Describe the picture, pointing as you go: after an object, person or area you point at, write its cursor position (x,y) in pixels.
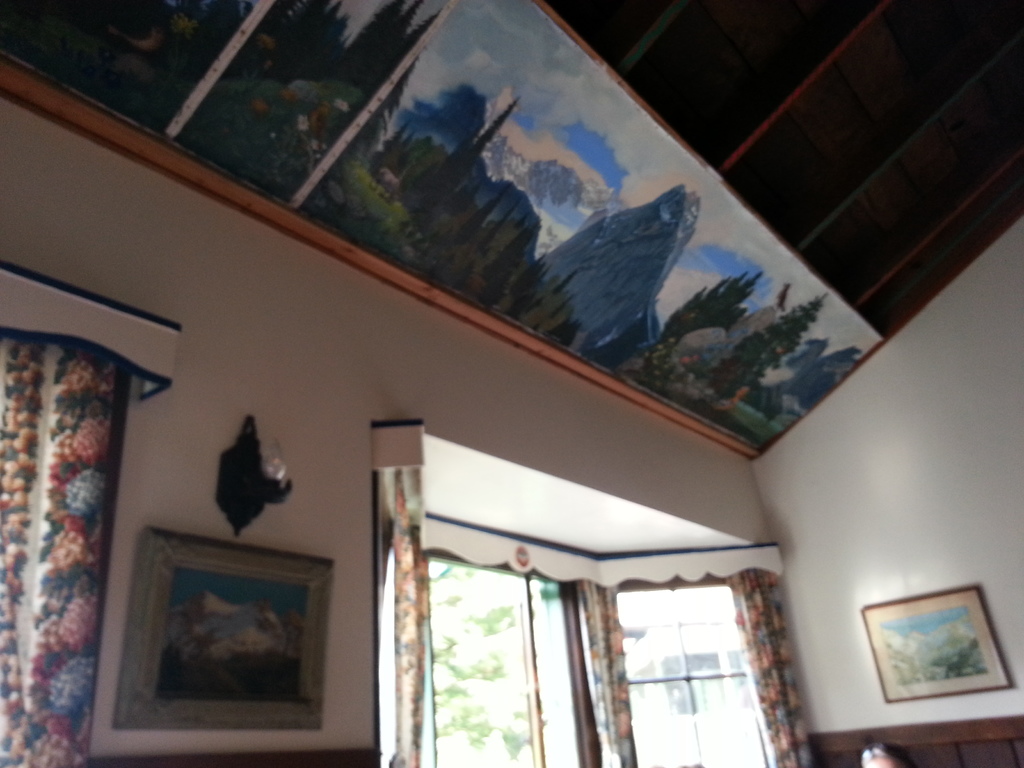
In this picture we can see frames (311,641) on the walls (949,736). We can see an object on the wall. We can see curtains (788,668) and windows (683,739). At the top (721,245) we can see painting (630,320) on the ceiling (742,42).
